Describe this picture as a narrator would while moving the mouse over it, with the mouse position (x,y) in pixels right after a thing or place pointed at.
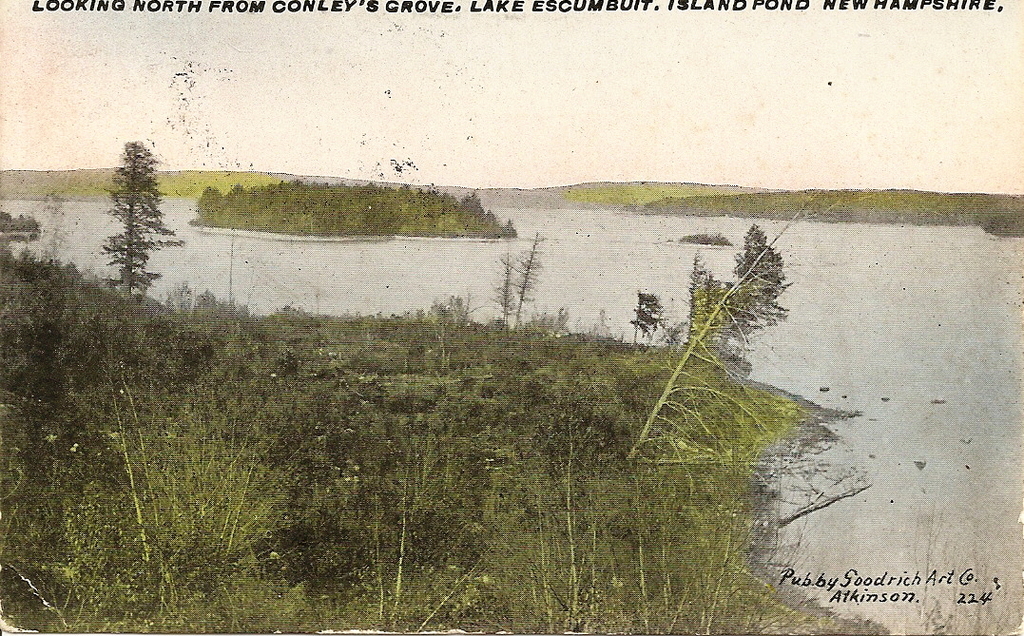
This is an edited image in which in the front (375,440) there are plants (417,402). In the center (572,269) there is water (551,234). In the background (636,188) there are plants (251,199) and there is grass (259,182).
